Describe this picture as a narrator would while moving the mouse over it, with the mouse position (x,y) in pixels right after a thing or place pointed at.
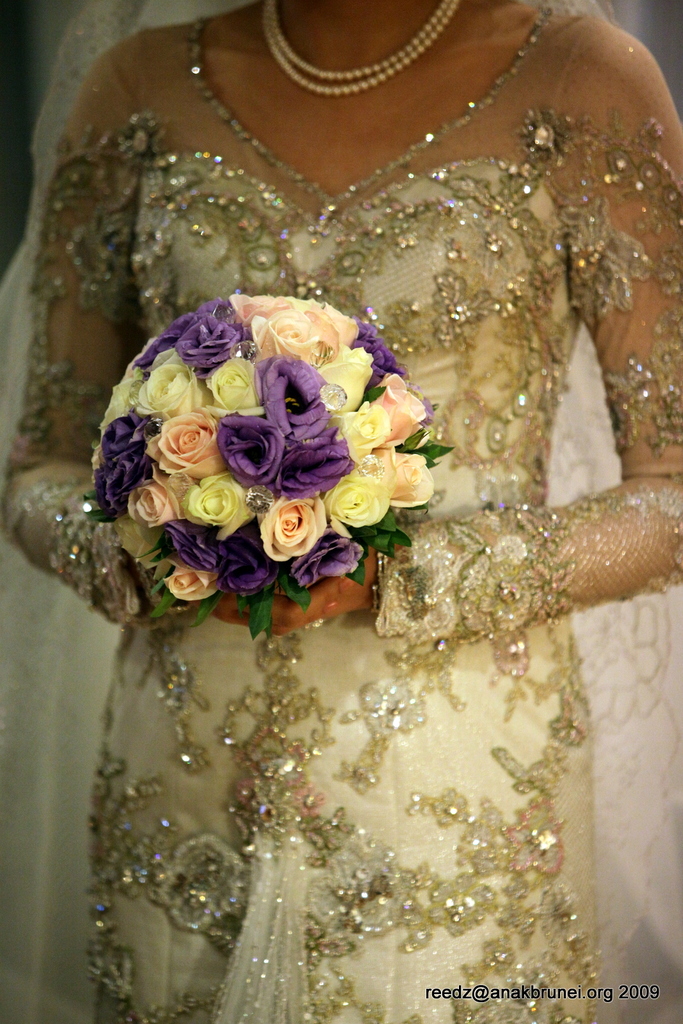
In this image, we can see a lady (493,750) holding a bouquet (218,510) and at the bottom (517,990), there is some text (544,993).
